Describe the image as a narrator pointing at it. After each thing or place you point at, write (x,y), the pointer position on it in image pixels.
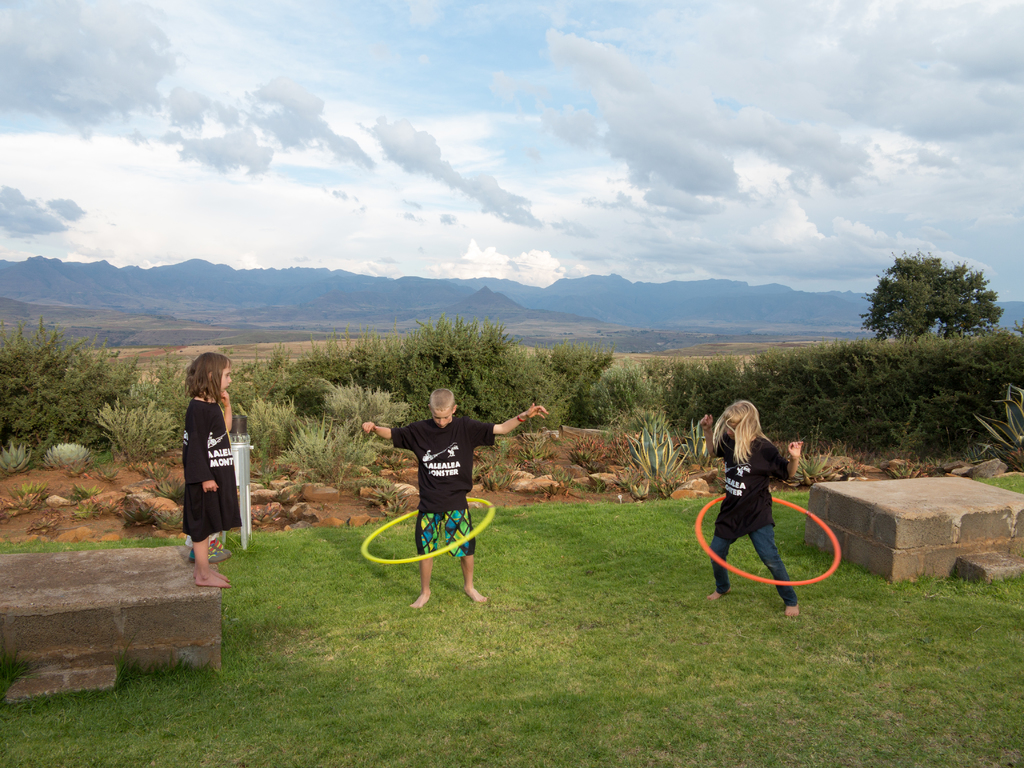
In this image, we can see some kids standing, there is grass (98,720) on the ground (369,602), we can see some plants (509,390) and trees (966,386), there are some mountains (562,286), at the top (484,111) there is a sky (559,122) and we can see some clouds (123,185).
